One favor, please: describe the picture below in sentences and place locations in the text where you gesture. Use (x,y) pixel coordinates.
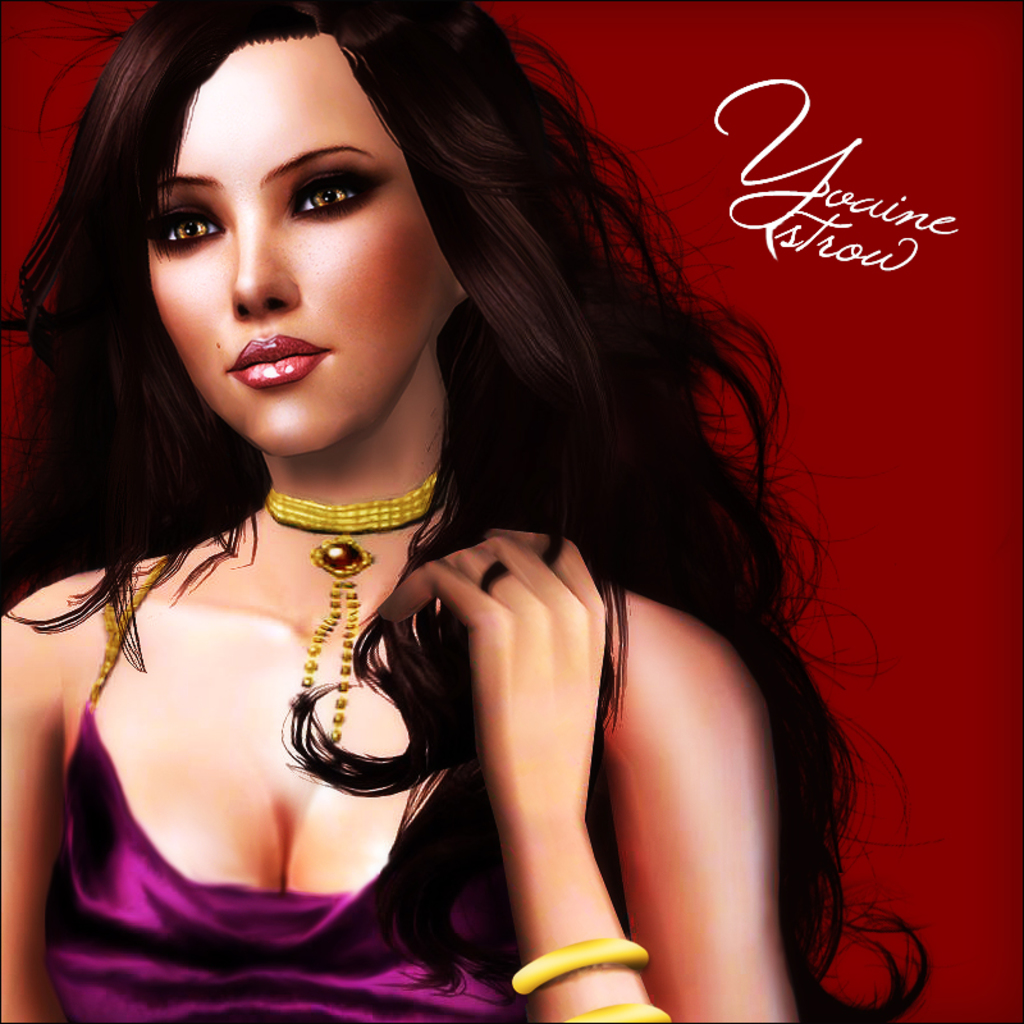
In this picture I can see an animated image of a woman (384,629) and I can see text (793,193) on the top right corner of the picture (743,90).
